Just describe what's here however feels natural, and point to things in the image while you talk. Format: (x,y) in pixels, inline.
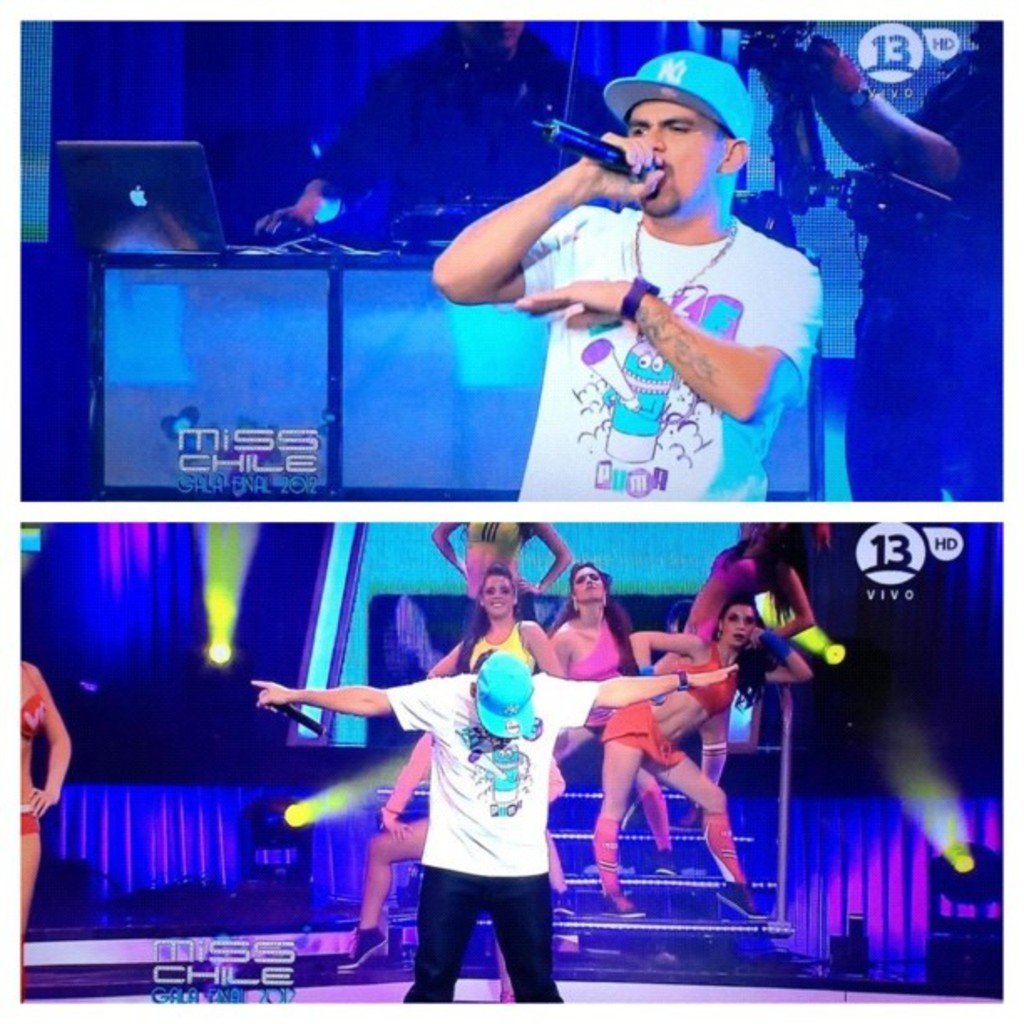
In this image I can see two images and I can see at the top (533,240) a person (513,236) holding a mike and wearing a white color t-shirt (606,347) and back side of that person (572,385) I can see two persons (485,41) and I can see a laptop (196,226) at the bottom (513,725) I can see a person (474,736) wearing a white color t-shirt (511,813) standing on the floor (338,990), in the background (577,601) I can see few girls (586,650) standing on staircase (650,898) and I can see colorful lights (339,591) in the background (322,788).
